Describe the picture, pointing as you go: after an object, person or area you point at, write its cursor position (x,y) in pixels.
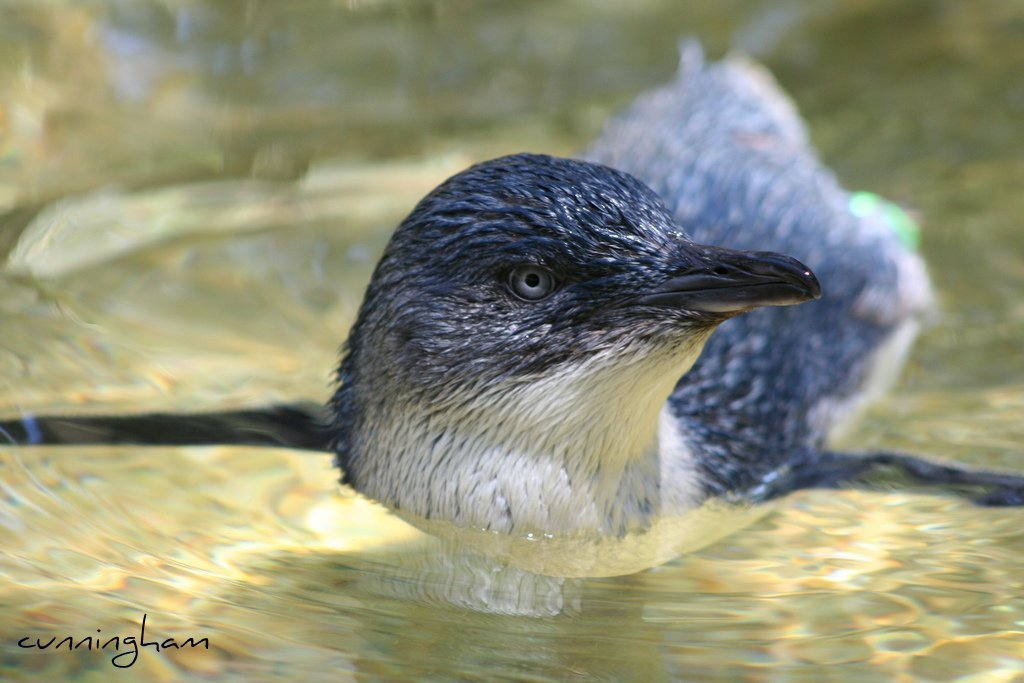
In this picture there is a bird (534,198) in the center of the image (571,261), on the water (31,470).
